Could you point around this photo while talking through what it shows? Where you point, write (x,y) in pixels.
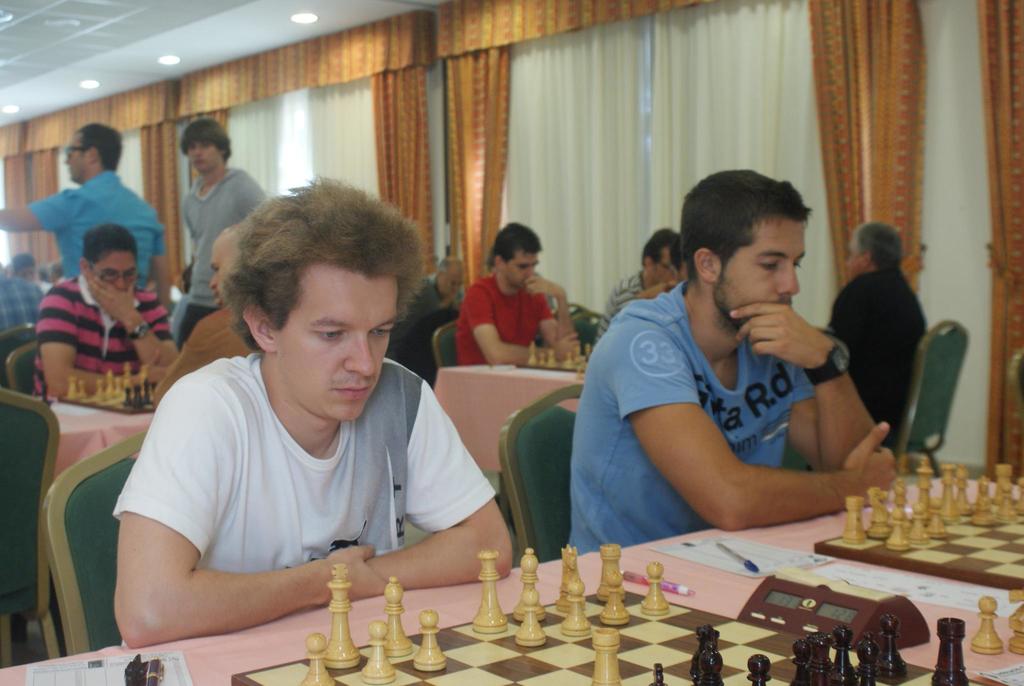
In the image we can see there are people (708,267) who are sitting on the table (248,662) and they are looking at the chess board (644,642) and its coins (532,621) and another two men (127,190) are standing and they are looking at others and on the top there are ceiling lights (87,81).
